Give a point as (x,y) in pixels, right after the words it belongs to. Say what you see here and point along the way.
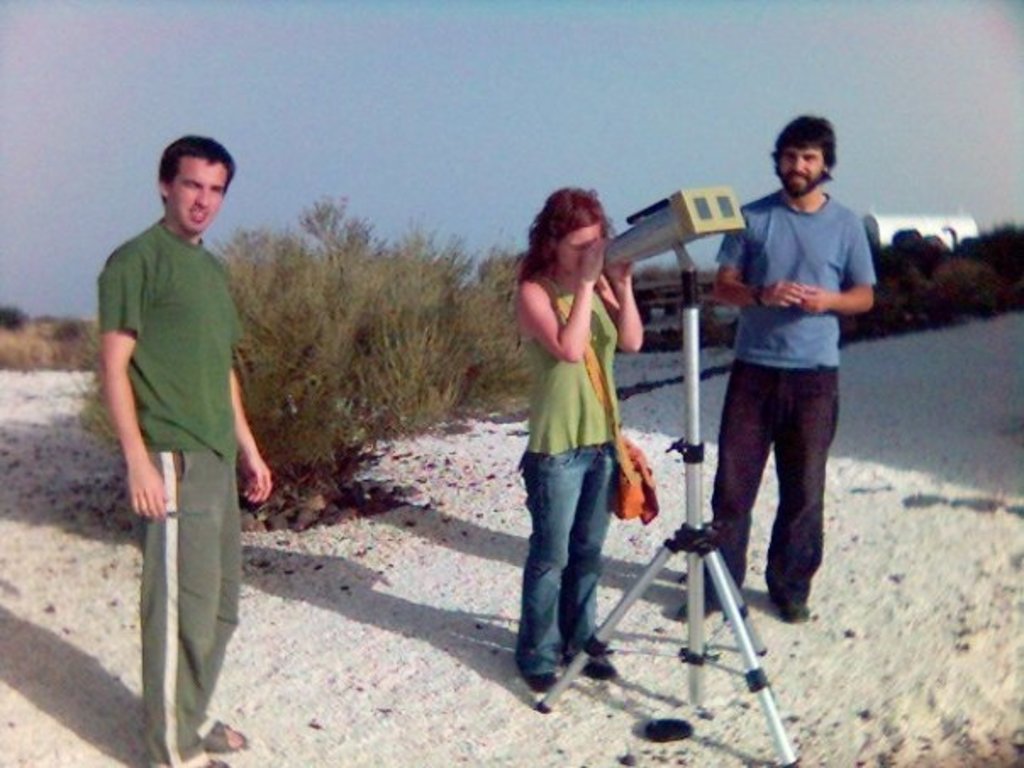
This is an outside view. On the right side (695,328) there is a binocular tripod (641,253). Beside there is a woman (582,359) standing facing towards the right side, wearing a bag (640,505) and looking through the binoculars (634,242). There are two men (165,288) standing and looking at the picture. In the background (441,408) there are many plants (459,355) and trees (927,253). On the right side (931,222) there is a building (905,224). At the top of the image (577,93) I can see the sky (517,77).
